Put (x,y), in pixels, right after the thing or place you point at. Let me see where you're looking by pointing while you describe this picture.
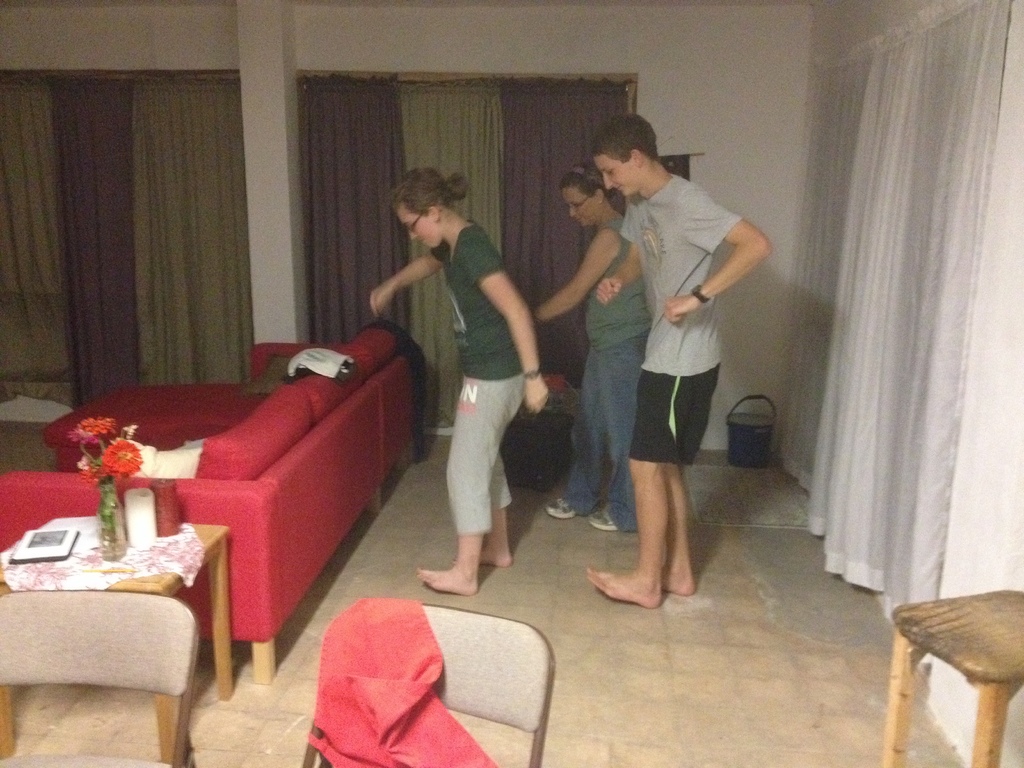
The image is clicked inside the house (700,502). In this image there are three persons (617,236), two women (477,267) and one man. In the background (74,131) there is a curtain (452,98) and a wall (329,53) along with pillar (291,104). In the front (114,590) there is a chair (486,684), table (148,579) and a red color sofa (250,420). It seems like this three persons (458,287) are dancing.
